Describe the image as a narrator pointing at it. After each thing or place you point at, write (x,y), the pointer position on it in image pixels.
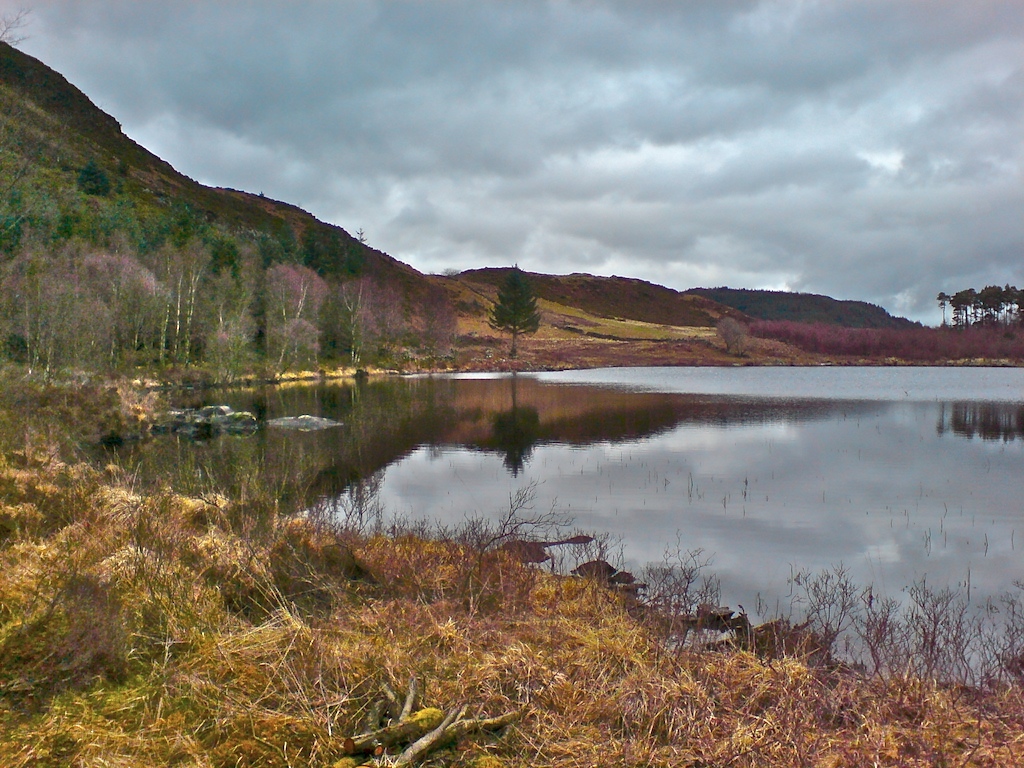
In the picture I can see water (829,442) in the right corner (798,422) and there is grass (122,589) in the left corner (144,638) and there are trees (340,306) and mountains (410,302) in the background (586,290).
